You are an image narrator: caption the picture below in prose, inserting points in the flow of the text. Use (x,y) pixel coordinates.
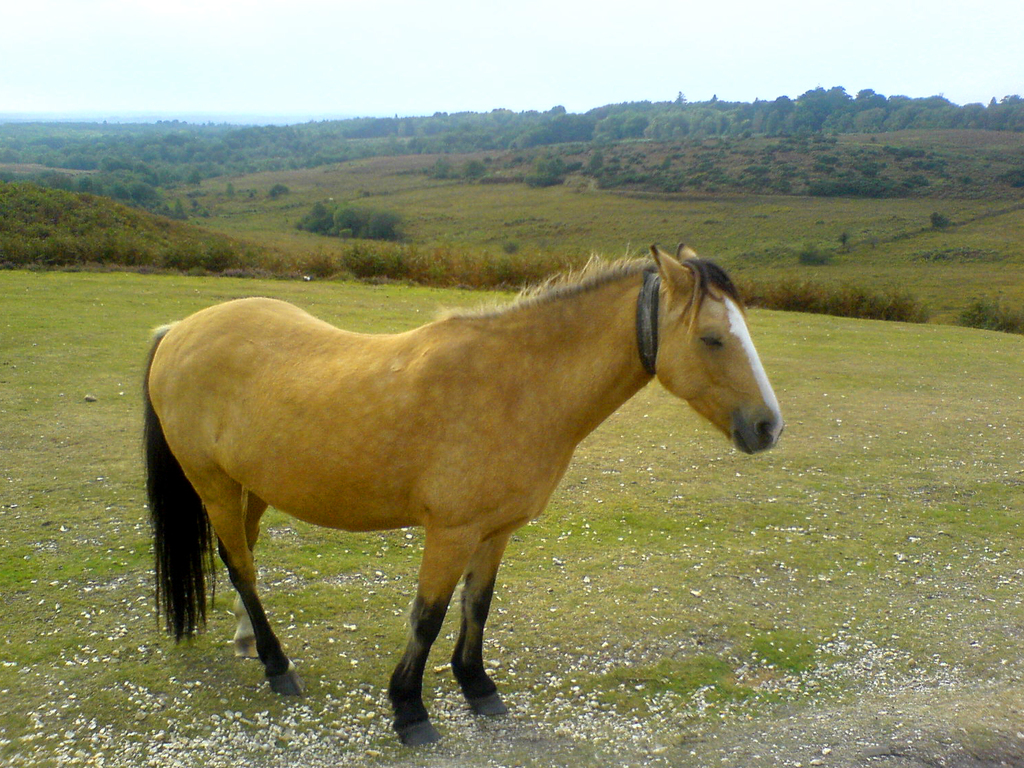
This image consists of a horse (201,363) in brown color. At the bottom (700,556), there is green grass (671,424). In the background (244,150), there are plants (190,182). At the top (344,52), there is sky (406,74).
